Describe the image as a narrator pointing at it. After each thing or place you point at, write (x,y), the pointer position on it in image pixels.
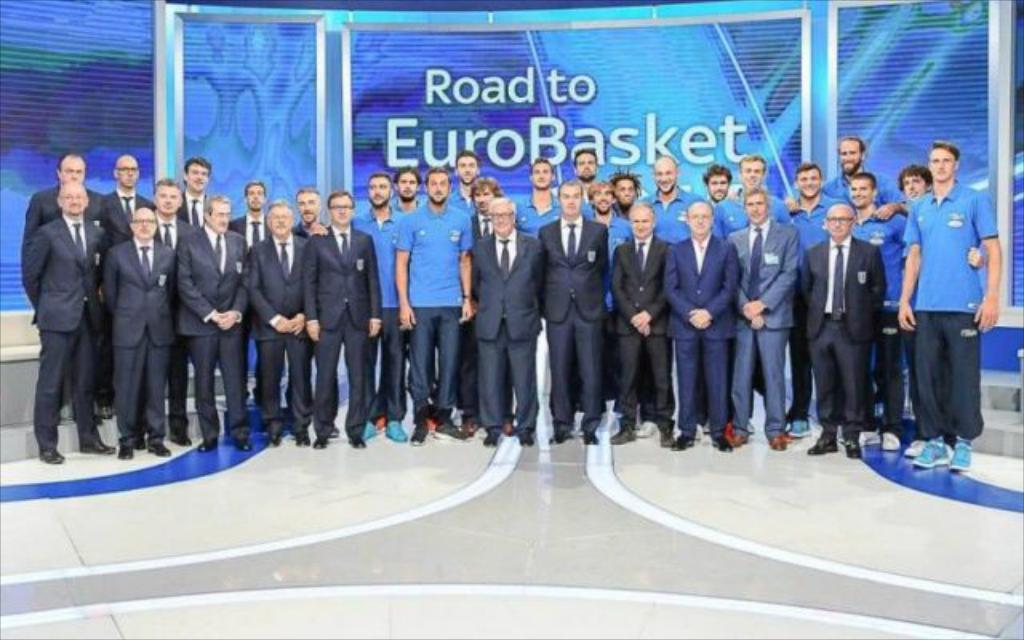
In the foreground of the image (300,521) we can see a stage (577,594). In the middle of the image (515,251) we can see group of people (253,301) is standing and some of them are wearing suits (471,356) and some of them are wearing T-shirts (438,275). On the top of the image (649,149) we can see a display (447,131) on which a text (552,139) is displayed.
